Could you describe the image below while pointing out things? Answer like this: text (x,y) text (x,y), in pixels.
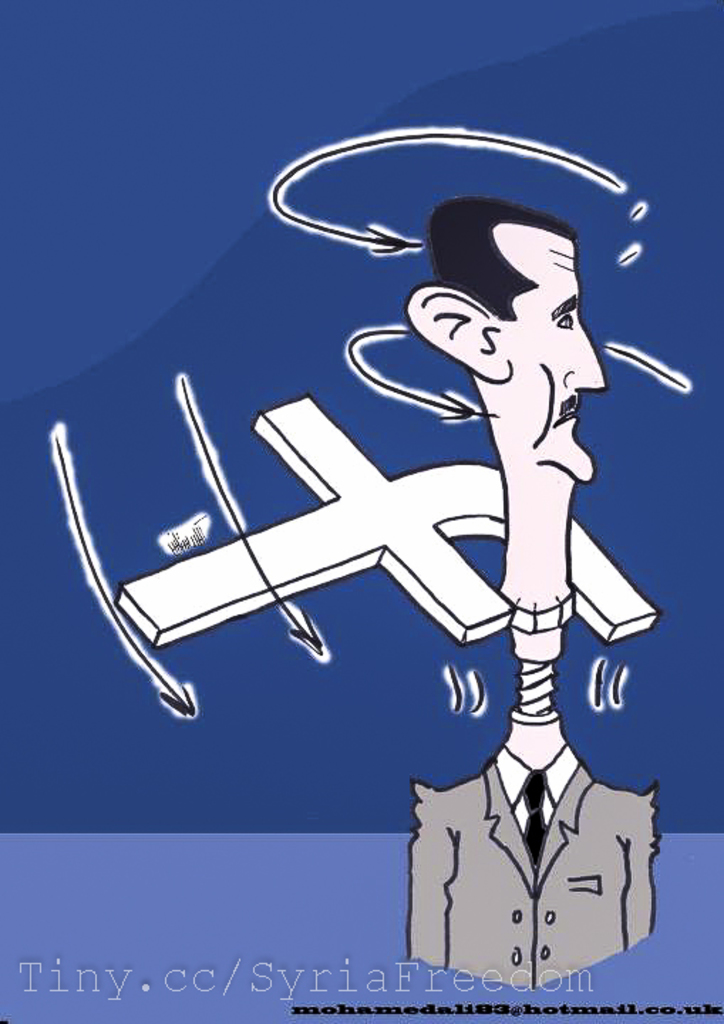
In this image I can see a cartoon image of person (585,868) and letter (356,520) and text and cloth (474,887) visible.
